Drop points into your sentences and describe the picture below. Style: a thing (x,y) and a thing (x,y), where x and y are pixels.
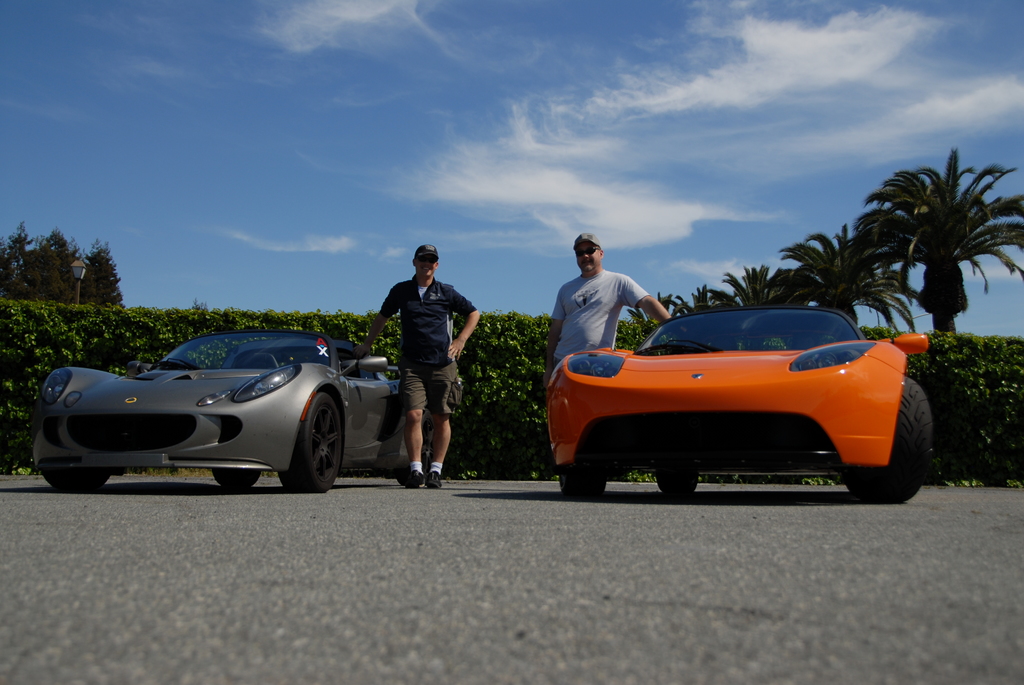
In this image there are cars (634,467) on the road (582,510) and we can see two people (615,314) standing. In the background (381,275) there are trees (806,291) and sky (615,254) and we can see a hedge (73,305). On the left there is a pole (80,289).
